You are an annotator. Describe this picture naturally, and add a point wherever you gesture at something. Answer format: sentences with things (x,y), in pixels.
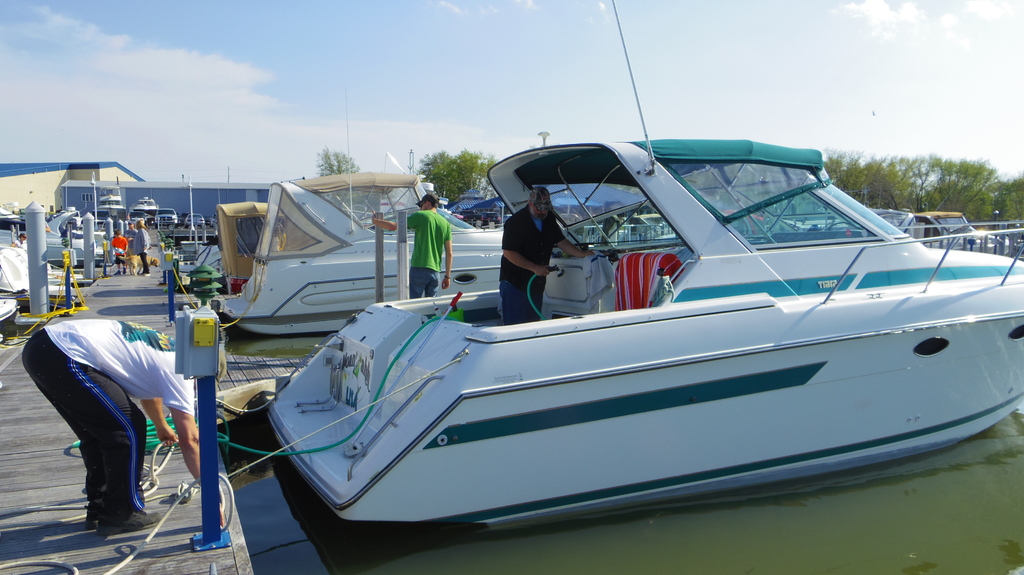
There are many boats (494,472) on the water (457,548). On the boat (749,336) there is a person (504,238). Also there are few people (133,420) on the deck (67,307). Near to the deck (190,519) there are poles (204,406). And boats (23,269) are tied with the pole (211,493) by ropes (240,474). In the background (424,166) there are trees (938,199), vehicles (158,212), buildings (105,184) and sky (205,75) with clouds (170,71).
